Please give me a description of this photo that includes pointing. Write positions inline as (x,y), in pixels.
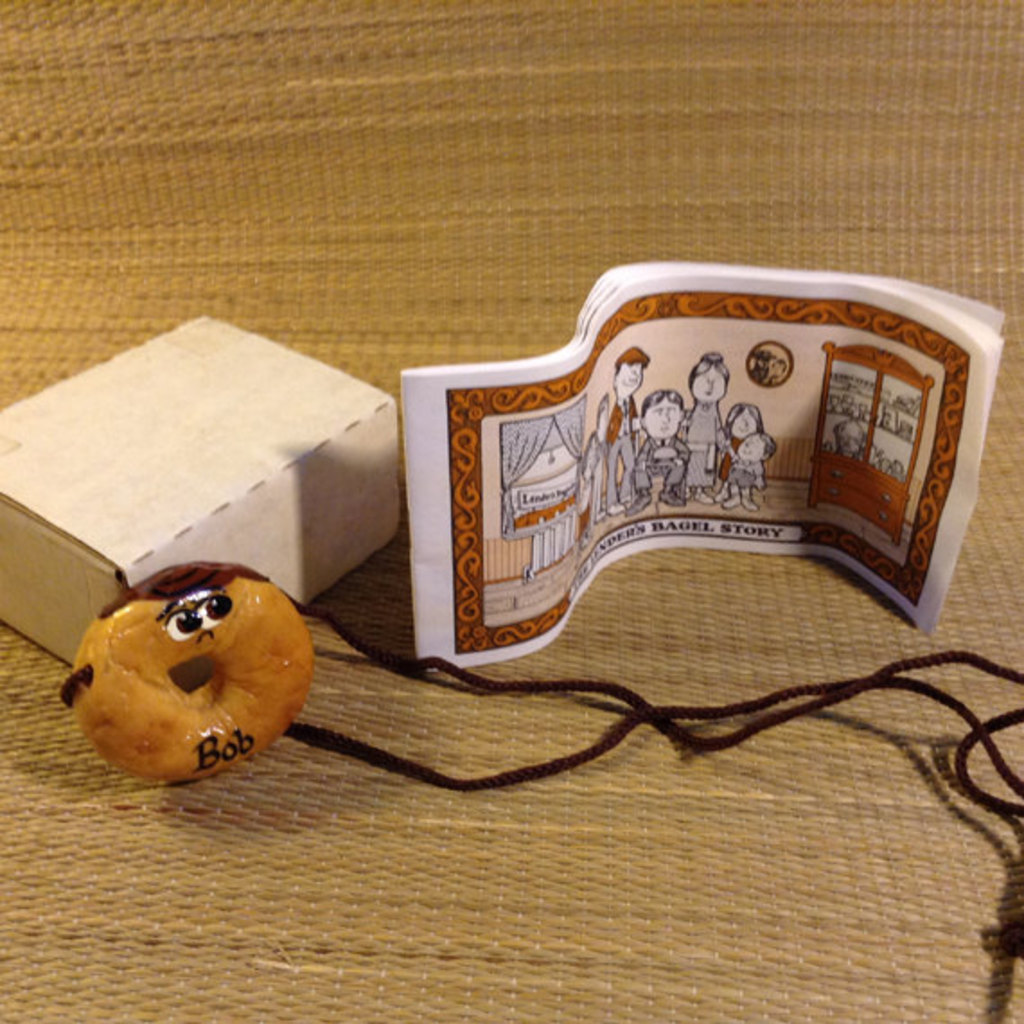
In this image there is a toy (277,684) with rope (409,774), a cardboard box (282,475) and a book (711,393) placed on the mat (627,834).
